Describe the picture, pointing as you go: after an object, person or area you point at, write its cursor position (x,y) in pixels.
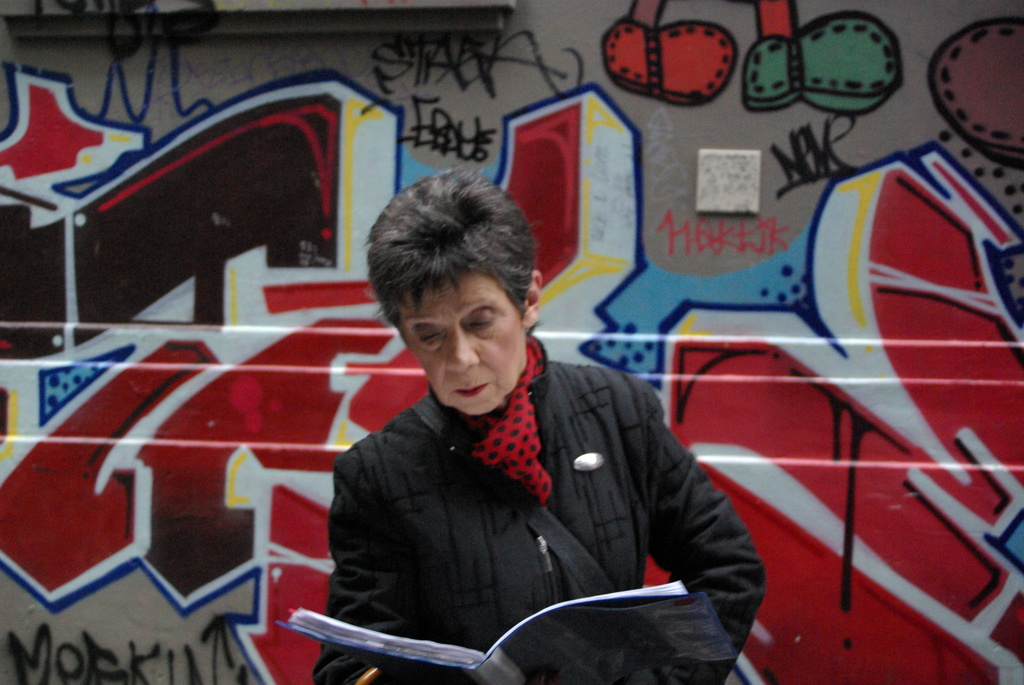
In this image we can see a woman (520,522) is holding a book (679,603). In the background (645,561) we can see painting (842,248) on the wall (712,254).
